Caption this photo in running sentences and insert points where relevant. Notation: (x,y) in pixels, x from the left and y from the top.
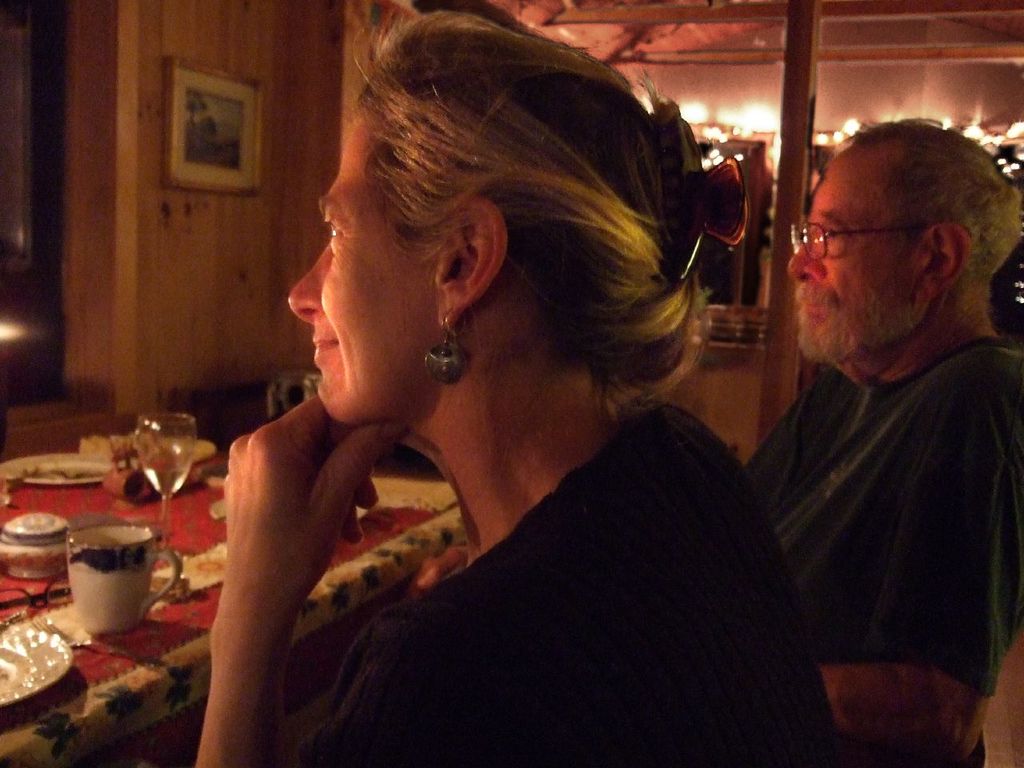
In front of the image there is a lady (585,597) sitting. Beside her there is a man (838,329) with spectacles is sitting. In front of them there is a table (87,690) with a cup (113,553), glass (150,470), plate (9,660) and some other items (43,556). In the background (304,6) there is a wall (135,205) with frame (254,190) and also there are lights (747,122).
